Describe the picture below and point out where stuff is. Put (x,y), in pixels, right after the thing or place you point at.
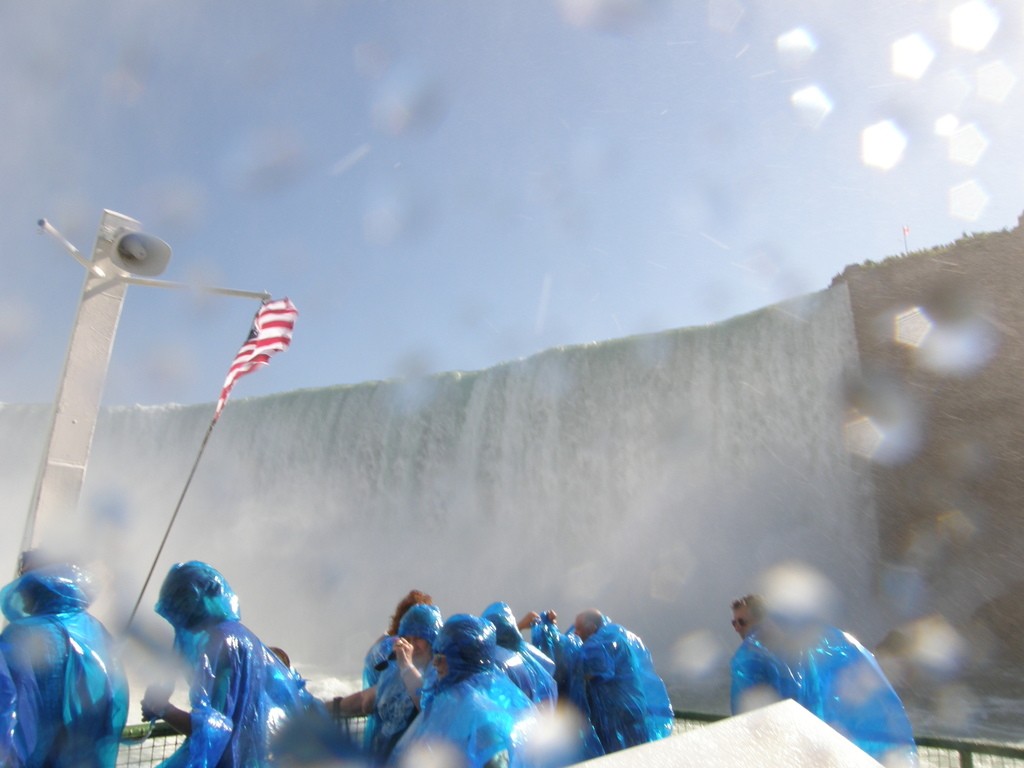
In this image we can see few people (615,669) wearing raincoat (444,648). Image also consists of speaker (144,242) to the pole (111,216) and also fence (930,764) and a flag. Sky (461,197) is also visible at the top (540,159) and this image is taken near the waterfalls (750,433).
